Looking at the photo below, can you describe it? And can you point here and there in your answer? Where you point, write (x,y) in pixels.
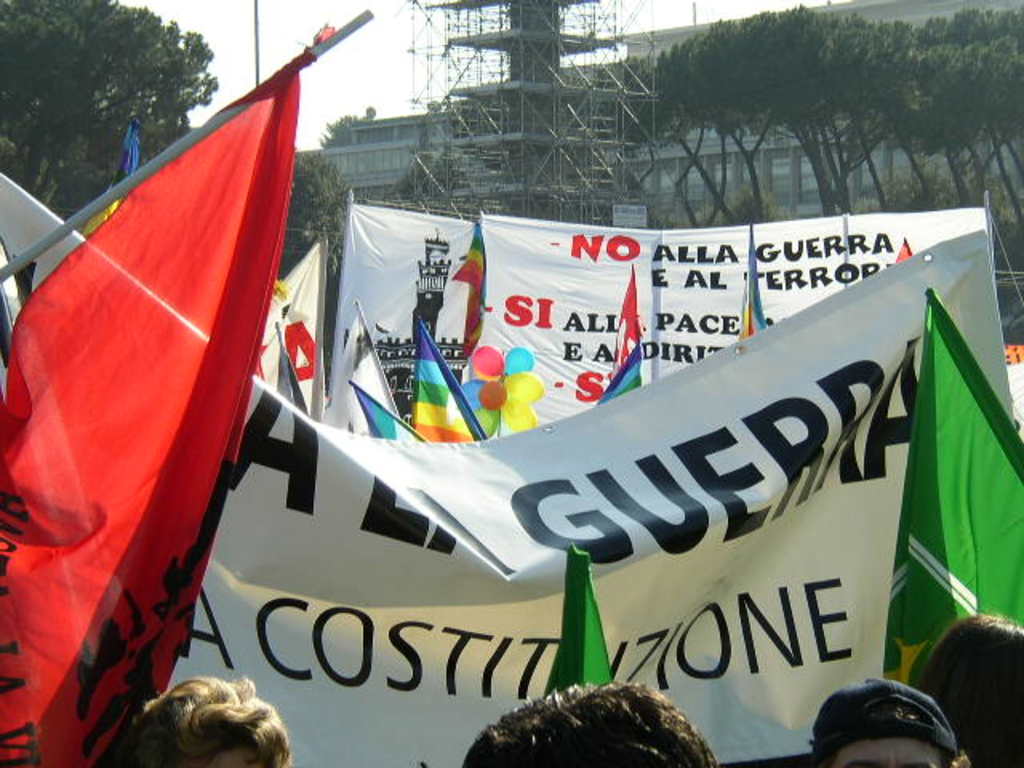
In this image I can see many flags (165,572), balloons (488,381) and banners (691,305). And these banners (438,711) and flags (630,341) are colorful. I can see the heads (202,724) of four people (582,695). In the background (578,49) I can see the tower (530,161), many trees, building (374,127) and the sky (276,62).
